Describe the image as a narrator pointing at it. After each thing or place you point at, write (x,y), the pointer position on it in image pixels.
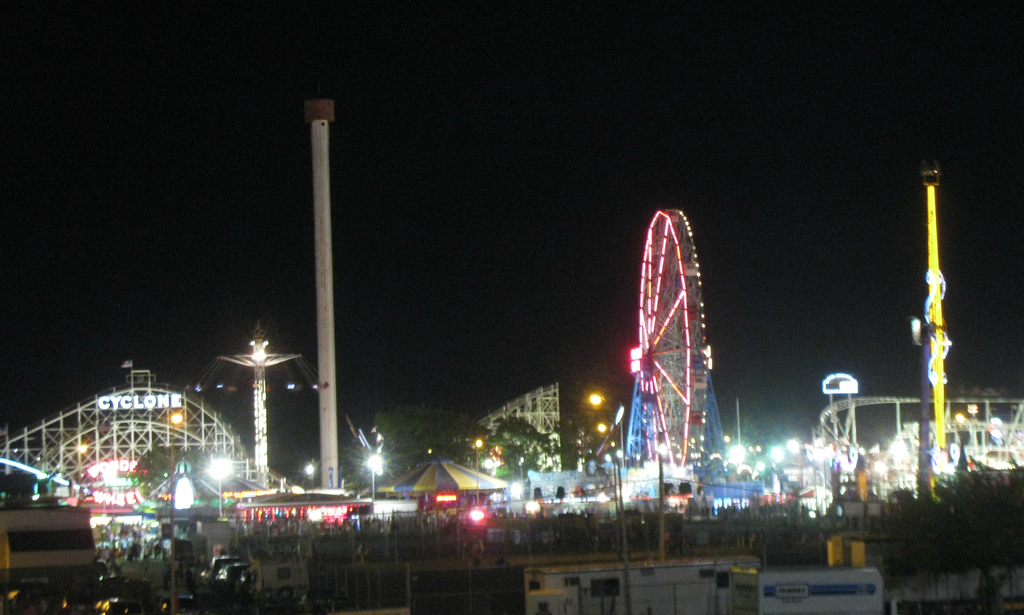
This is the aerial view image of carnival (114,460) with giant wheel (681,477) in the middle (668,259) and roller coaster (1011,445) on the right side (1015,414), in the front (186,534) there are many stores (579,590) with people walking on the land (292,597).
